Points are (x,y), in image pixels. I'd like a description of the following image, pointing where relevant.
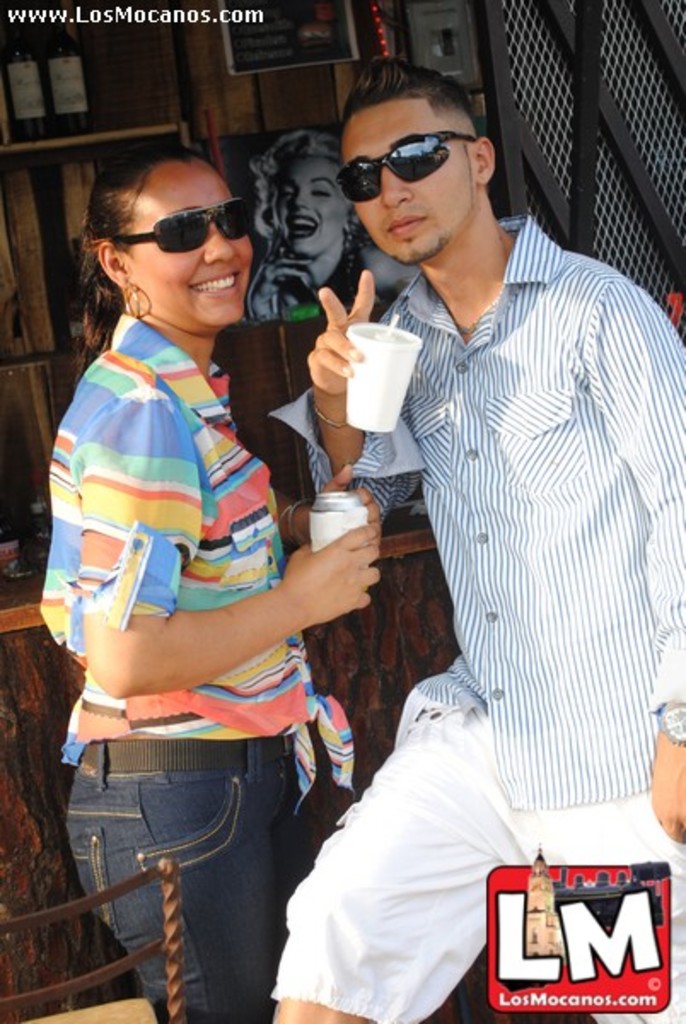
In this image I can see a person (571,506) wearing white colored dress (571,535) and black goggles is standing and holding a cup (387,351) and a woman (225,469) wearing blue, yellow and orange colored dress (180,507) is standing and holding a white colored object (332,537) in her hand (349,531). In the background (9,58) I can see a table (426,589), few objects (44,544) on the table (438,591), few bottles (35,76) in the rack (6,111), a photo frame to the wall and few other objects (248,53).
